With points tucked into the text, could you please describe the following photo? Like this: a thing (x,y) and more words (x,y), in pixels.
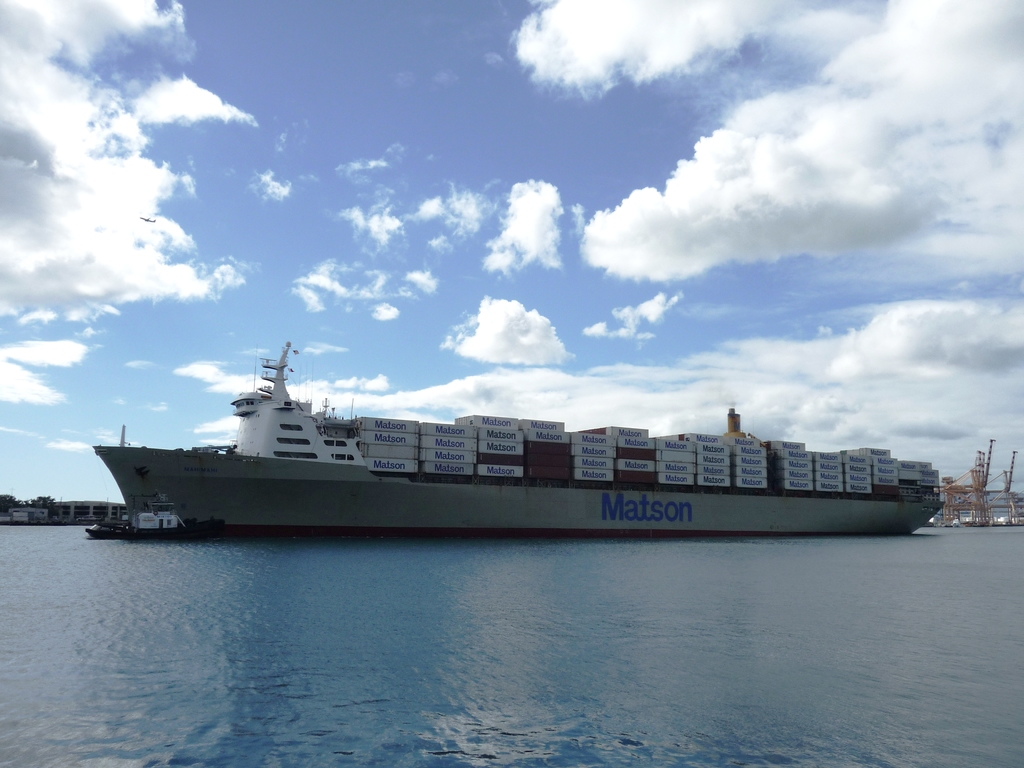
In the image we can see the container ship (547,513) and boat (143,522) in the water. Here we can see cranes (990,461) and the cloudy sky (499,204).
